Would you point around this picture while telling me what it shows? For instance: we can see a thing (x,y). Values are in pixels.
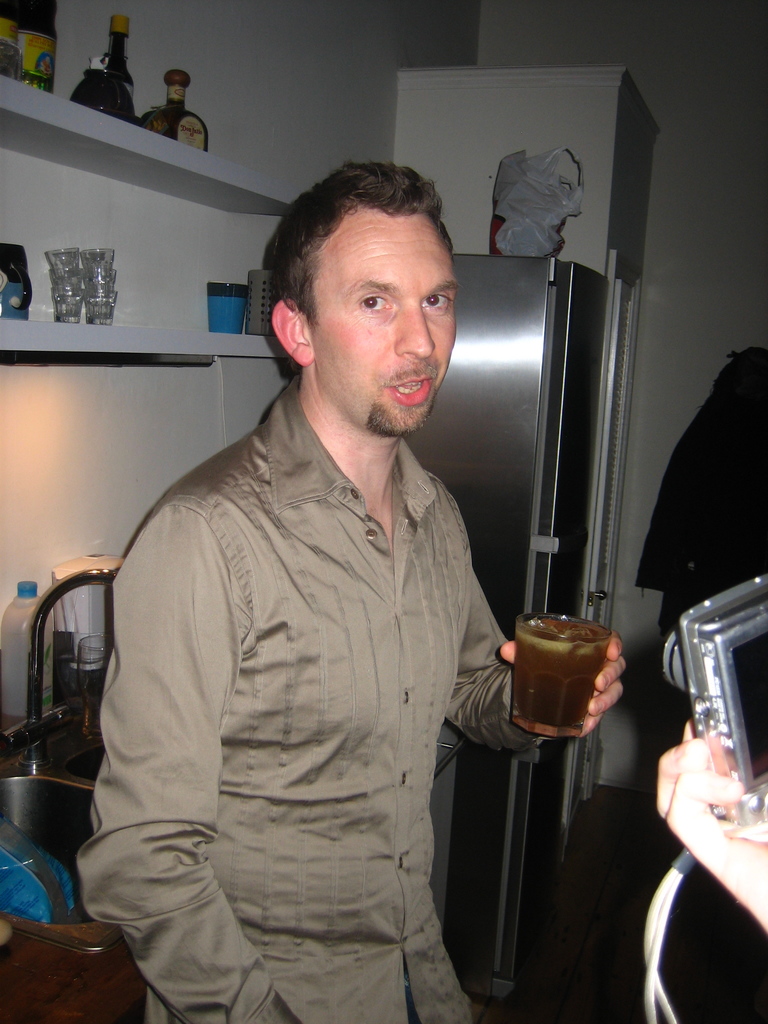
In this image I can see a man (333,484) is standing and I can see he is holding a glass (522,627). On the right side of the image (716,802) I can see a hand (691,797) of a person (726,785) and I can see this person (678,749) is holding a camera (755,721). In the background (552,239) I can see a refrigerator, a bottle (48,629) and few other things (71,598). On the top left side of the image (149,127) I can see few bottles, few glasses (89,300) and few other things (12,306) on the racks (102,169). On the right side of the image (749,382) I can see a black color thing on the wall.
